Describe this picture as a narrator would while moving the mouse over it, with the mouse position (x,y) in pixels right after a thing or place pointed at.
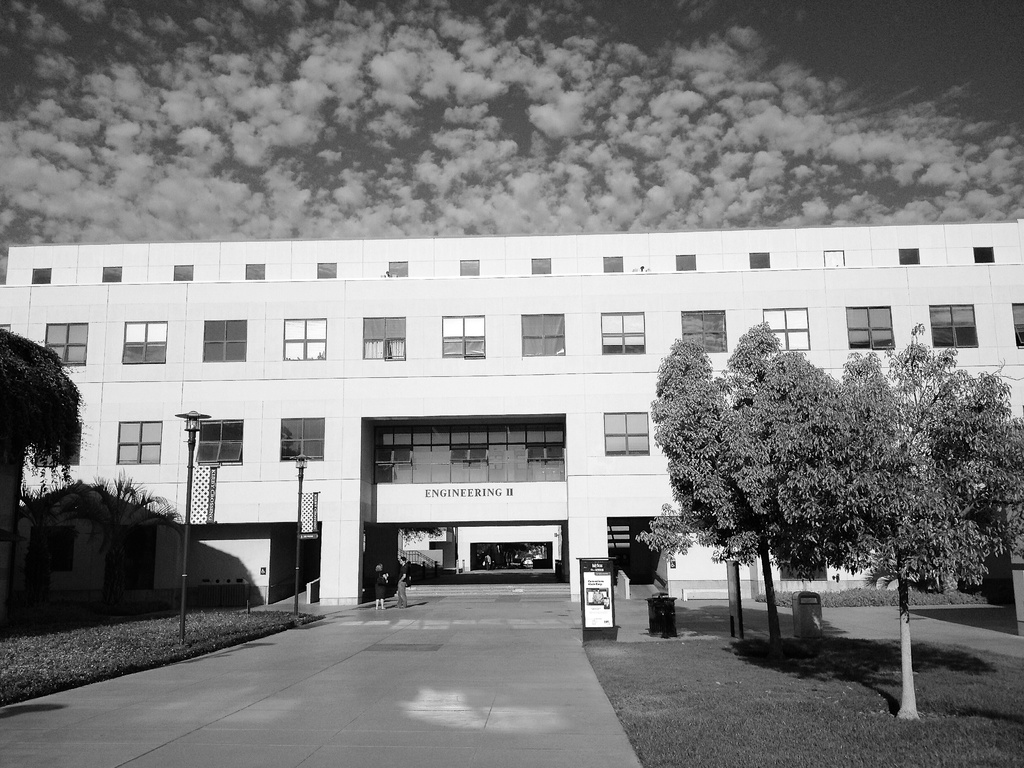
In the foreground of this image (449,715), there is a pavement (451,711). On the right (851,545), there is grass (765,746), few trees (832,548) and few objects (671,618). On the left (115,643), there is grass (93,640), trees (34,563) and pole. In the background (605,301), there is a building (697,299). On the top (858,29), there is the sky (712,119) and the cloud (695,119).
